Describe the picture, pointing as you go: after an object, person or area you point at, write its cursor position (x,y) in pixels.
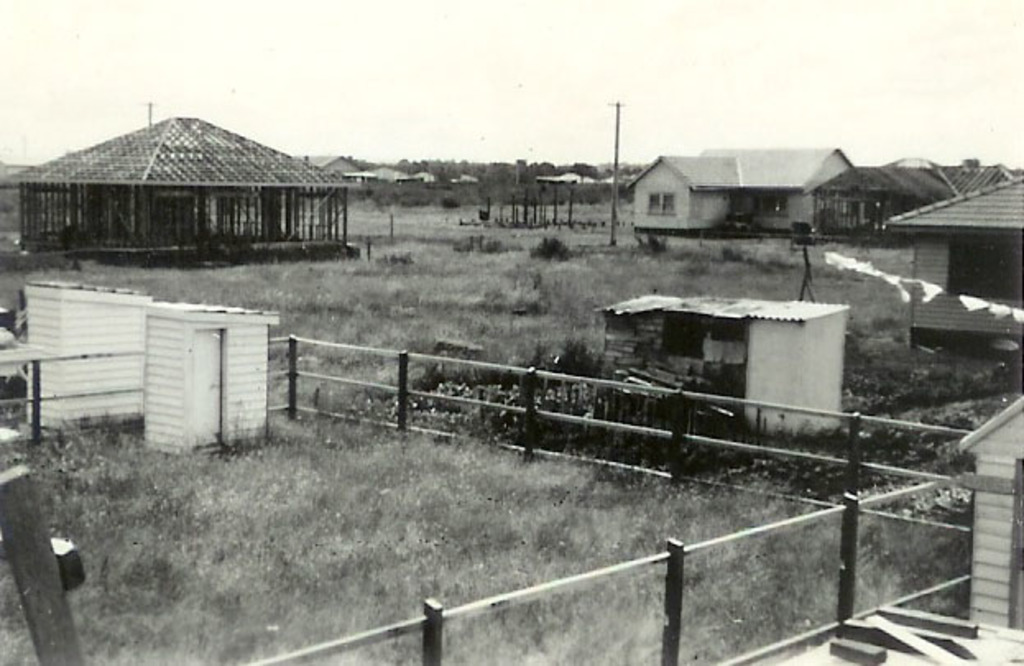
On the ground (294,283) there are plants (339,502). On the left side (110,338) there are small buildings (173,382) with door (202,393). Also there are railings (530,459). On the right side (747,330) there are many buildings (717,211). Also there is a building (197,192) with pillars (235,215). In the background (498,74) there is sky (684,35). Also there are trees (448,163).
